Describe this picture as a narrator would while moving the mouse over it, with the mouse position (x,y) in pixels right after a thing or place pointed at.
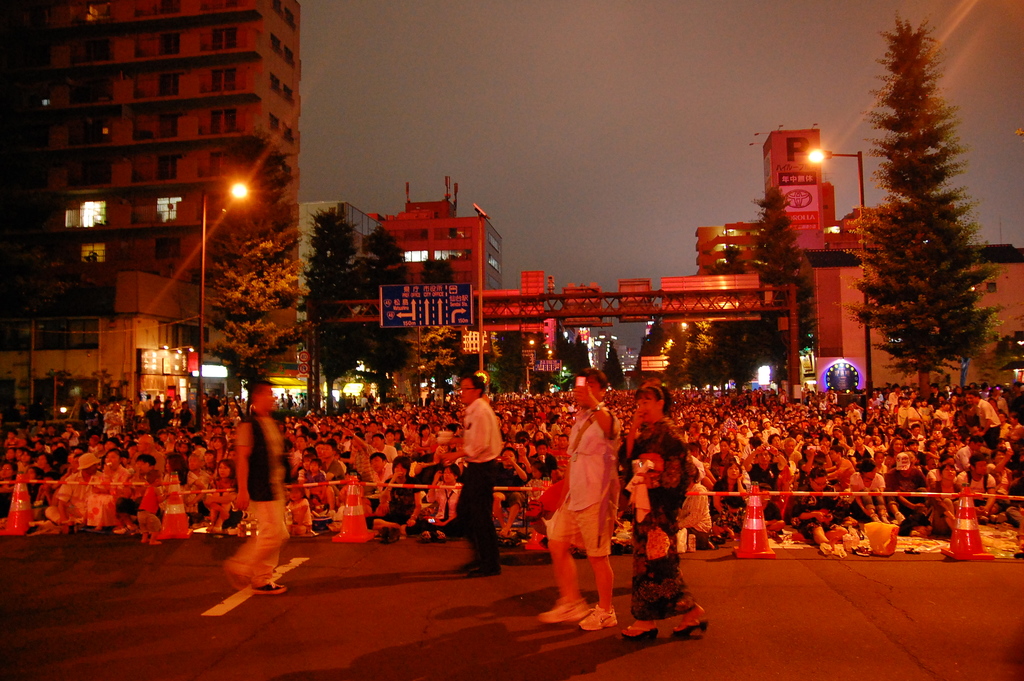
In the foreground of the picture (632,418) I can see four persons (608,515) walking on the road (503,592). There is a man (579,408) and looks like he is holding a mobile phone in his right hand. I can see the barriers (23,495) on the road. I can see a group of people (920,443) sitting on the road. There are buildings (254,44) on the left side (258,59) and the right side (803,136) as well. I can see the direction sign board (470,286) on the stainless steel scaffolding structure pole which is on the road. I can see the light poles (236,194) and trees (258,311) on the side of the road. There are clouds (635,119) in the sky (637,126).
